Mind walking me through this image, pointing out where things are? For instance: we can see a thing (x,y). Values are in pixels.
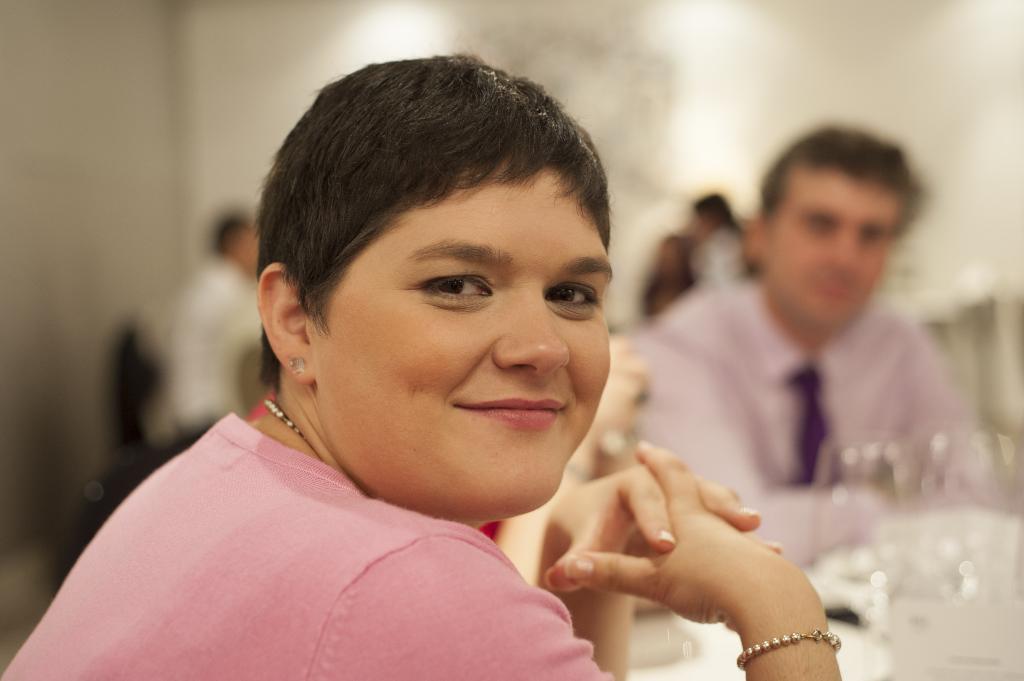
In this picture we can see few people (462,299) are sitting on a chairs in front (826,582) there is a table (831,606), few objects (868,464) are placed on it.
